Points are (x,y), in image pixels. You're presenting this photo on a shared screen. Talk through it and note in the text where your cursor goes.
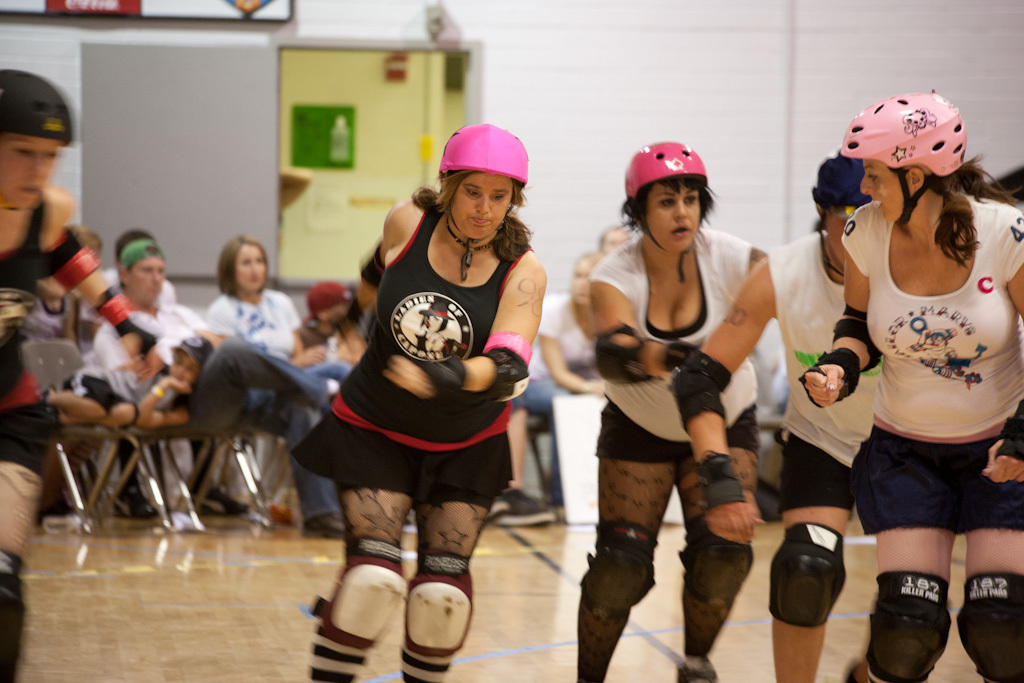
In this picture we can see the ladies (605,413) are playing and wearing helmets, knee caps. In the background of the image (223,291) we can see a group of people (252,388) are sitting on the chairs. At the top of the image (445,111) we can see the wall (28,55), door (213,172), boards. At the bottom of the image (151,631) we can see the floor (186,653).
